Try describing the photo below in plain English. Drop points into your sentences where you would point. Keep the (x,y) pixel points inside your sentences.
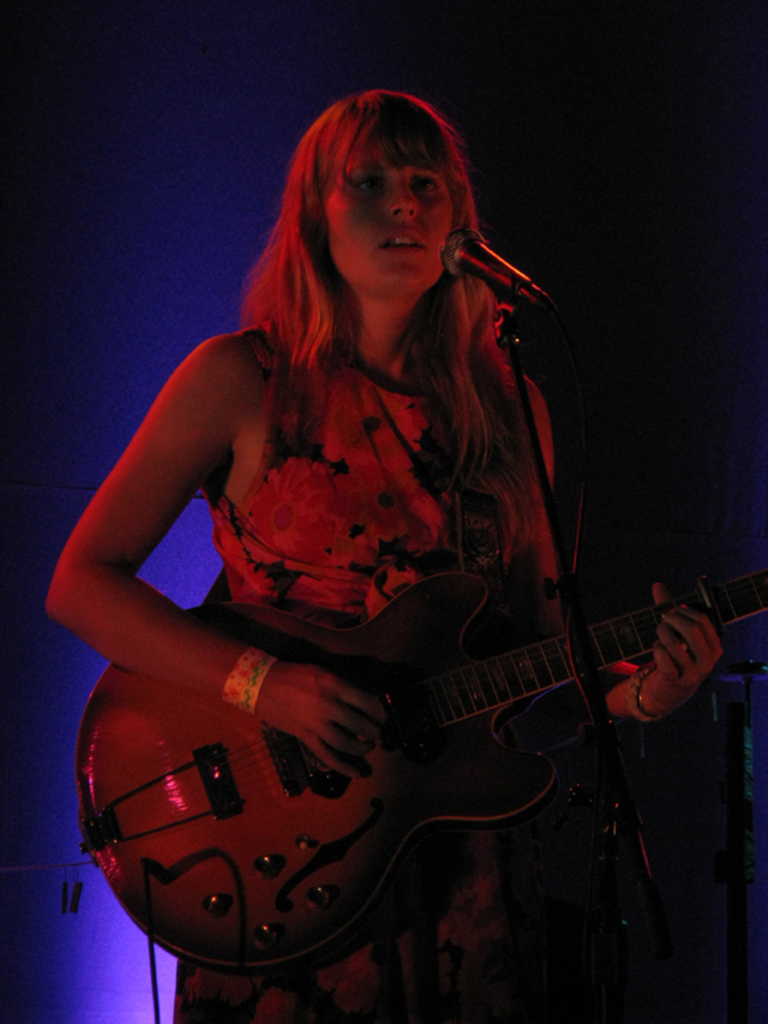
In image i can see a woman (380,315) standing center of the image (349,478) holding a guitar (282,850) and she is wearing a band (252,677) on her left hand (245,670). And in front of her there is a mike (495,258). in the background (143,228) i can see a light (112,975).
